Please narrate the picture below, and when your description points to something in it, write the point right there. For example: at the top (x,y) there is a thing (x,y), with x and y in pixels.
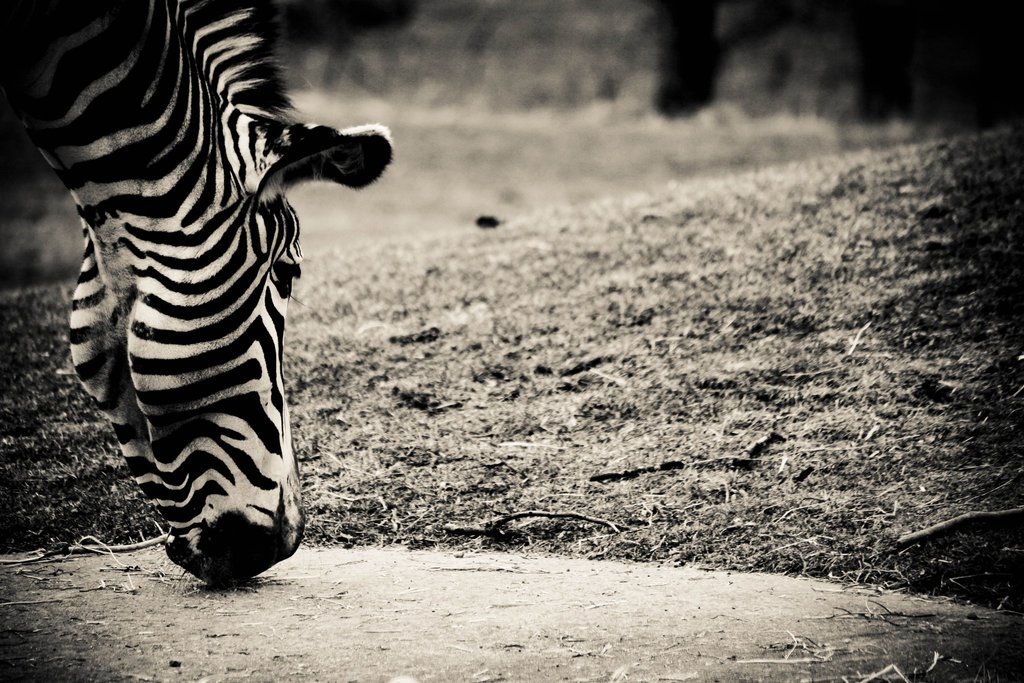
This is a black and white image. In this image we can see a zebra (240,424) on the ground (625,478).
